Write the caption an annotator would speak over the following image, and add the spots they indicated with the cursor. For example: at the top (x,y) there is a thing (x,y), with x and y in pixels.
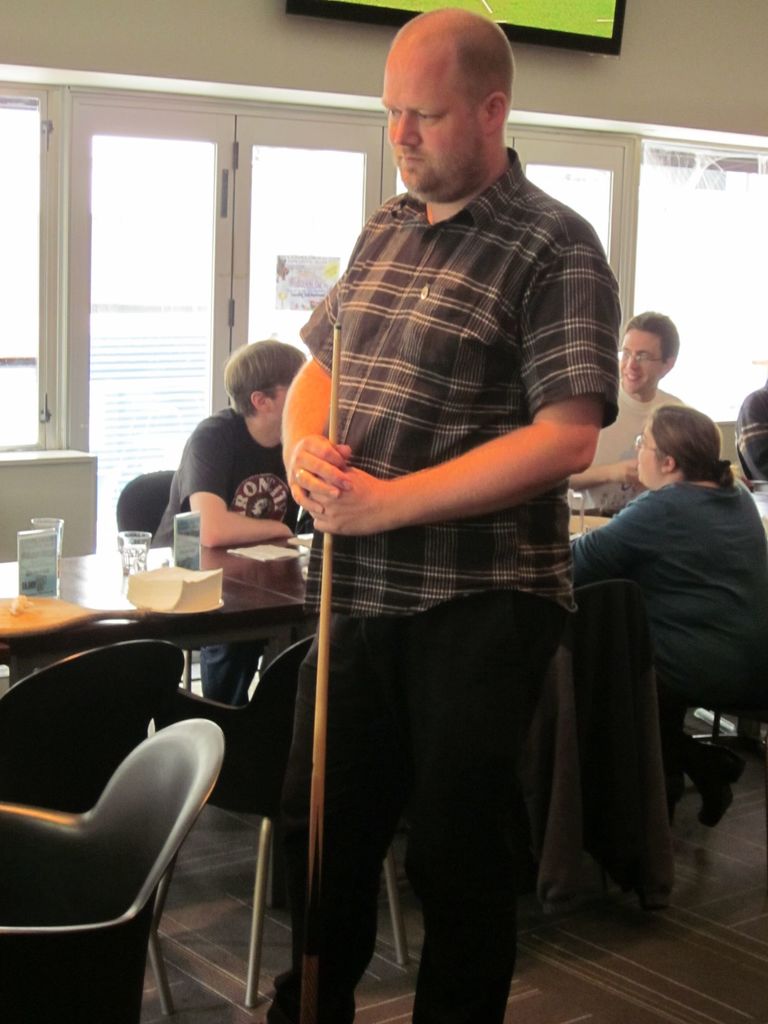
In the middle of the image (317,542) a man (318,441) is standing and holding a stick (331,551). Behind him there is a table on the table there are some glasses (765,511) and papers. Surrounding the table (62,573) there is a glass window (50,375). Top of the image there is a screen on the wall (738,63). Bottom left side of the image (169,732) there are some chairs (36,1023).
